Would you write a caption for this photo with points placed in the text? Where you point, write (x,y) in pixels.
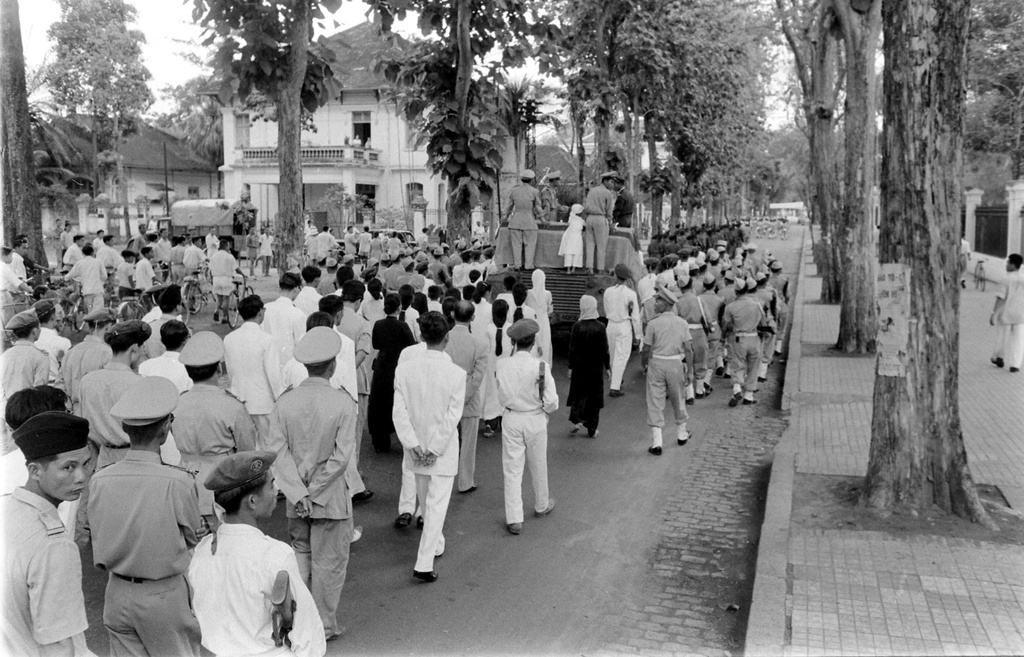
In this image, we can see a group of people (669,395). Few are standing and walking. Here we can see few vehicles (53,285), trees (469,206), houses (350,162), walls (400,122).
